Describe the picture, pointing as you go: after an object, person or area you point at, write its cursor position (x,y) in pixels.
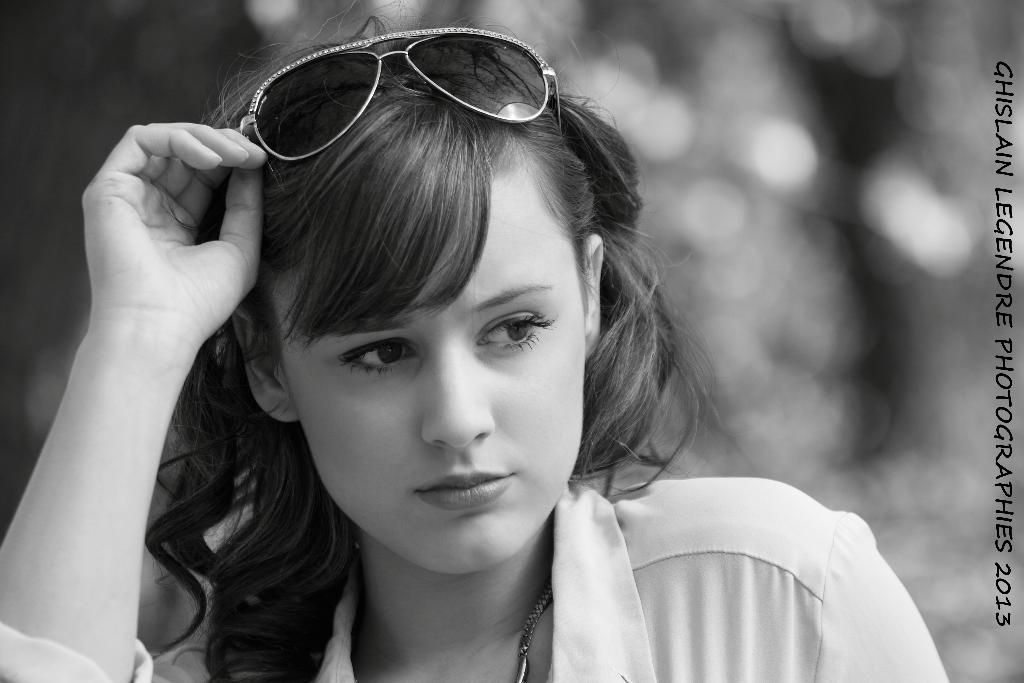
In this picture I can see a person (423,262) with spectacles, and there is blur background (947,616) and a watermark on the image.
